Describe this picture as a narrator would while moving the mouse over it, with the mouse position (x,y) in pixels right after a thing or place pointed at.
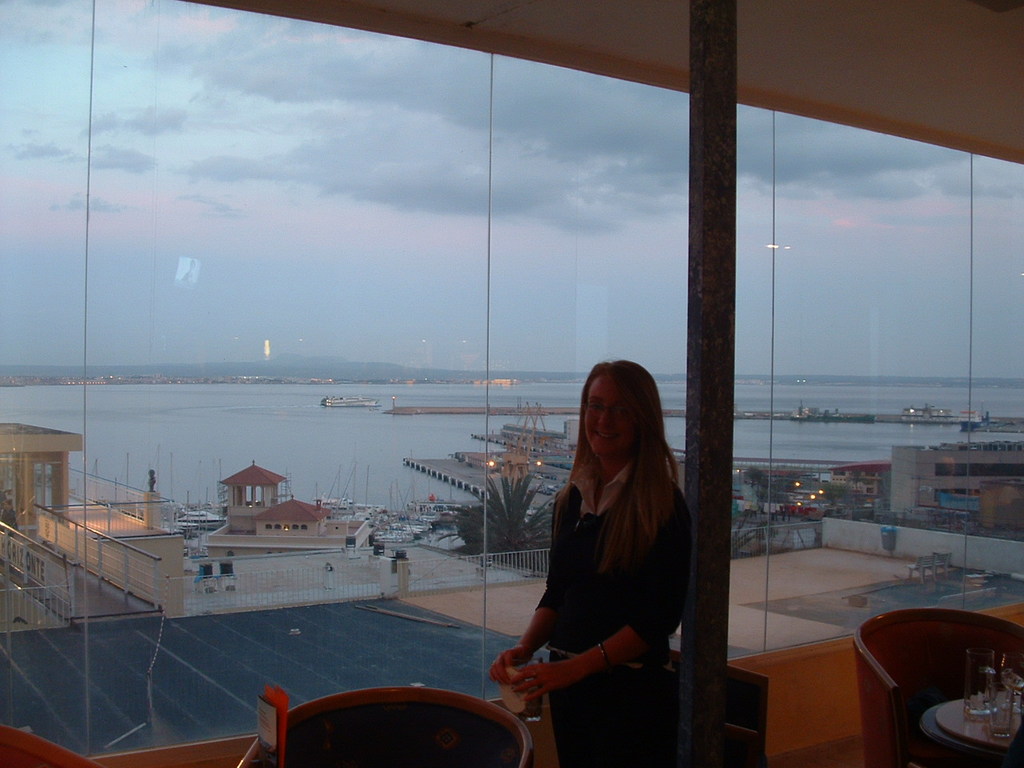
The woman (619,606) is wearing black dress (619,617) is standing and there are buildings (277,529), a port (514,471) and sea (342,443) in the background (360,412).
